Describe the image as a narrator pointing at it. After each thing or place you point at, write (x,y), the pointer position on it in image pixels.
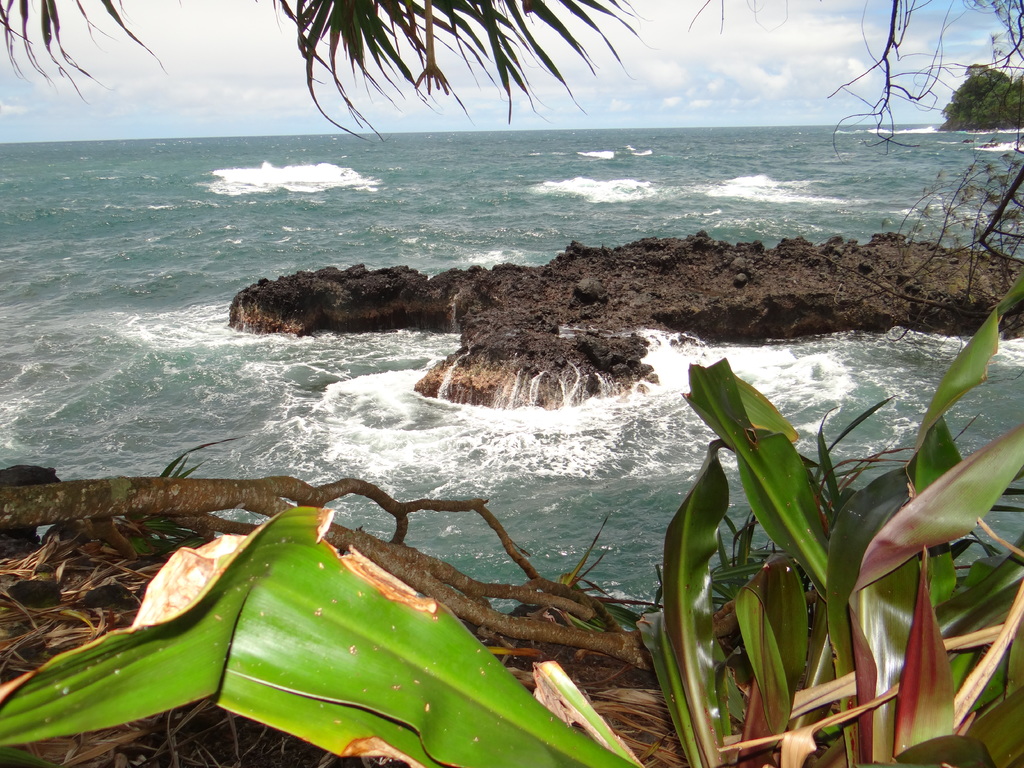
In this picture in the front (502,587) there are plants (780,661). In the center (496,337) there is soil (655,274). In the background (500,194) there is an ocean (617,177) and there are trees (990,99) and the sky (198,48) is cloudy.
